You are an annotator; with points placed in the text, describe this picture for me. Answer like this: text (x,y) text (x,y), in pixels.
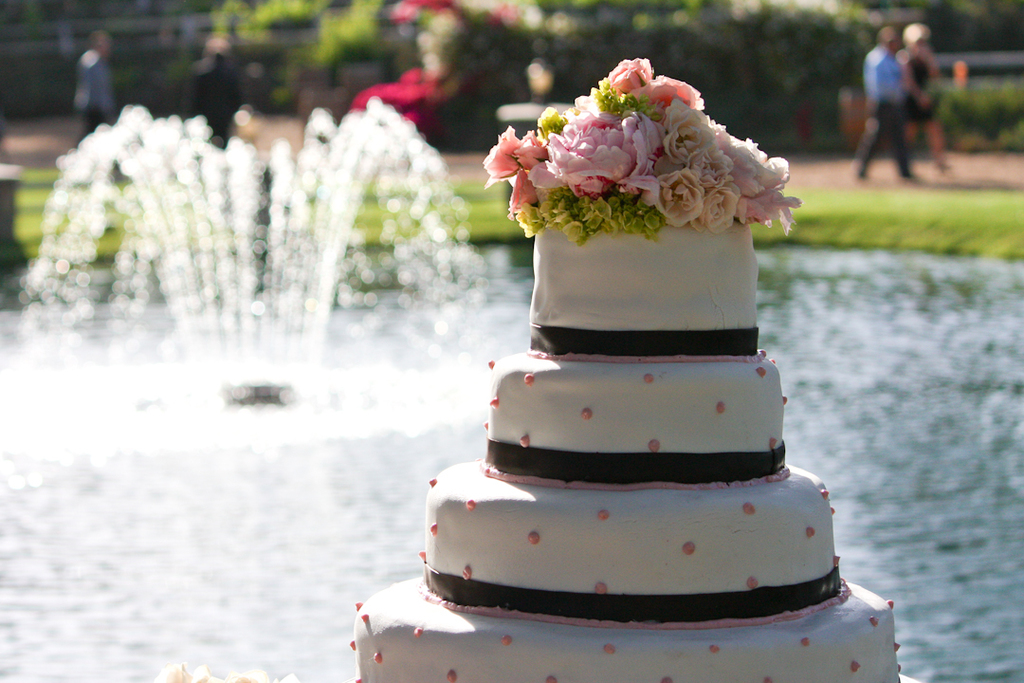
In the foreground (606,354) I can see a cake (603,513), water (358,440) and a fountain (335,380). In the background (951,128) I can see grass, plants (454,113), trees (559,73) and a group of people (905,110) on the road (876,170). This image is taken, may be in a park (195,14).
